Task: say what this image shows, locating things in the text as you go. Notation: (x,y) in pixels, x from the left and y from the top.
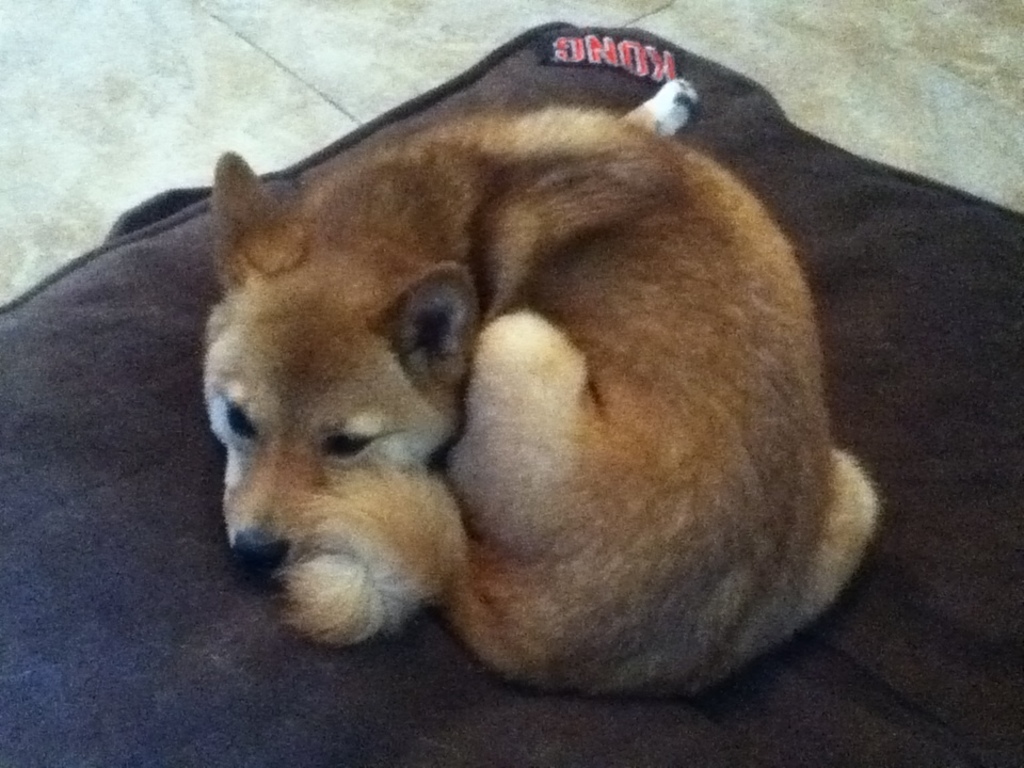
There is one dog (571,233) present on a black color cloth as we can see in the middle of this image (474,379). There is a floor (251,83) in the background (882,76).
